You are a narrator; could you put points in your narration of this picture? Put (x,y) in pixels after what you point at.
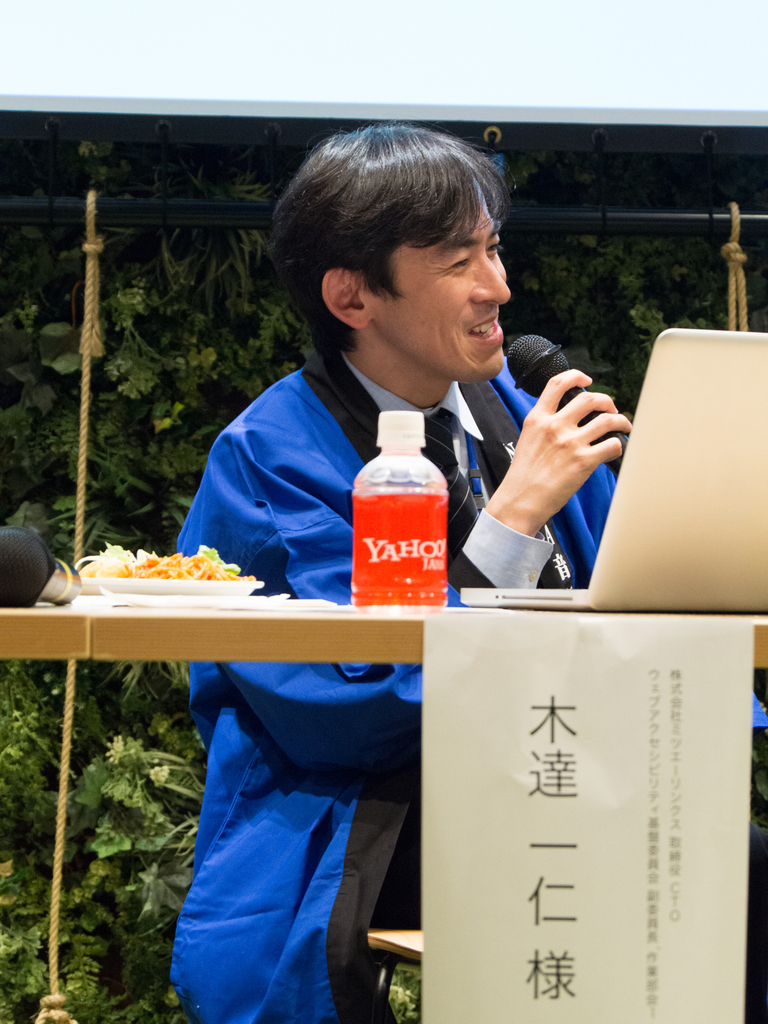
In this picture we can see a man (498,494) holding a microphone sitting behind a table (442,611), a table (420,637) consist of one water bottle (392,578) and laptop (646,488), plate of food (160,586), in the background (186,441) we can see some trees (195,337) here, in front (564,866) there is a paper (571,851) in which Japanese language is written.
